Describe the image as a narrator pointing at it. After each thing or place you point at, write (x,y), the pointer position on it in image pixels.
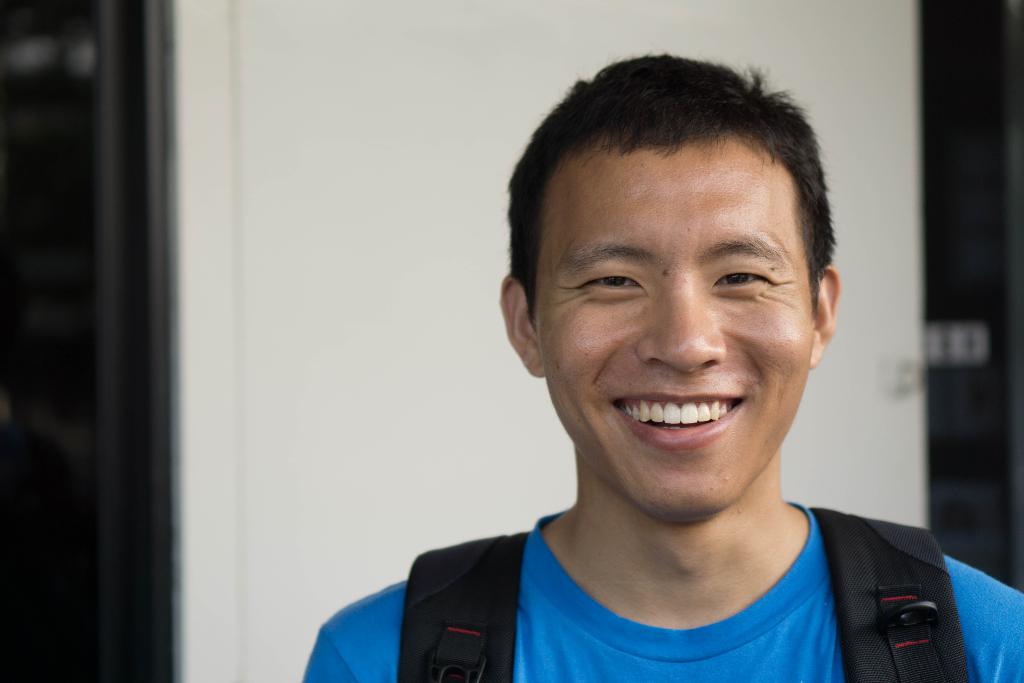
This image consists of a man (793,658) wearing a blue T-shirt (572,663) and a backpack (472,626). He is laughing. In the background (418,138), we can see a door (898,290) in white color.
